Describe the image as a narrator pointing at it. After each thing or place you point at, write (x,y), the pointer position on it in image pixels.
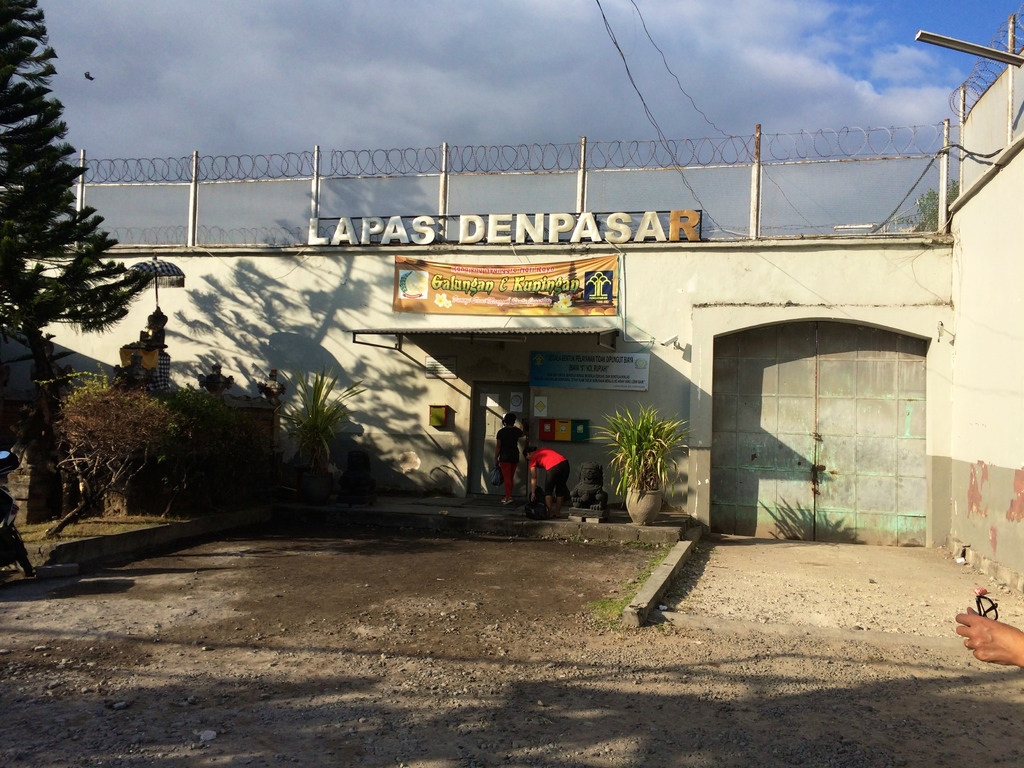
In this image we can see walls (978,514), fence (732,135), door (869,410), boards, banner (459,307), plants (324,435), sculpture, ground (270,526), grass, people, trees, and few objects (983,596). On the right side of the image (1020,651) we can see hand (963,618) of a person (973,625). In the background (750,132) there is sky (818,102) with clouds (845,117).
